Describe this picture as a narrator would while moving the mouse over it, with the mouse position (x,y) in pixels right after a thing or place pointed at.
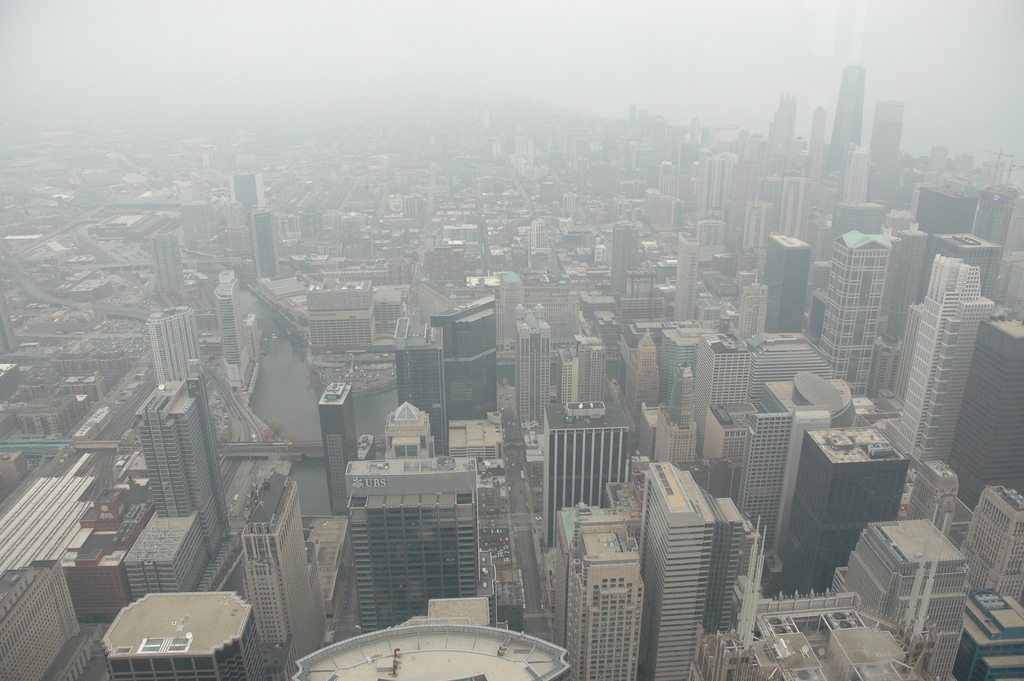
In this image this is an aerial view in which we can see buildings (467,512), roads (518,519), vehicles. There is sky (809,125) at the top (1004,34).
